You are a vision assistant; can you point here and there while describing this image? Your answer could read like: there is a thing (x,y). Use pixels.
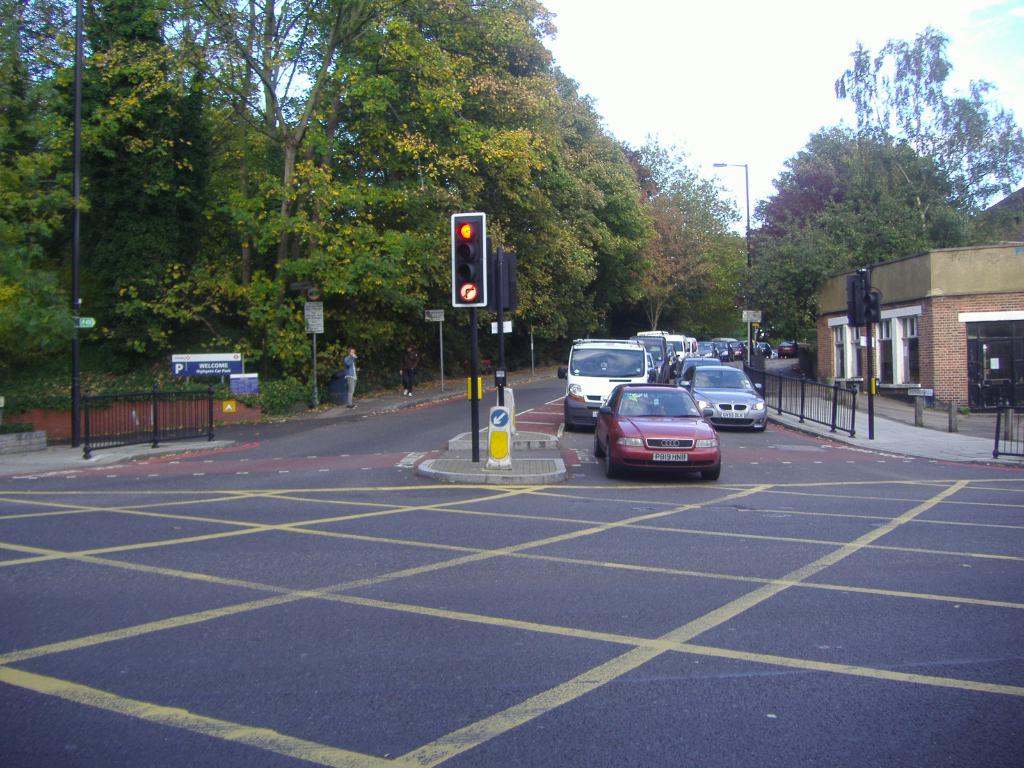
There is a road (561,609). on which, there are vehicles (710,403), near a divider (542,449). On which, there are lights (494,258) attached to poles (473,435), near two small poles (512,404). On the left side (327,410), there is a footpath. On which, there are two persons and poles (443,363) and there are trees (196,234). On the right side (885,332), there are buildings (983,245), near a footpath (908,408) which is having black color fencing (853,407) and poles (747,239). In the background (770,308), there are trees (707,254) and clouds (845,38) in the blue sky (991,14).
